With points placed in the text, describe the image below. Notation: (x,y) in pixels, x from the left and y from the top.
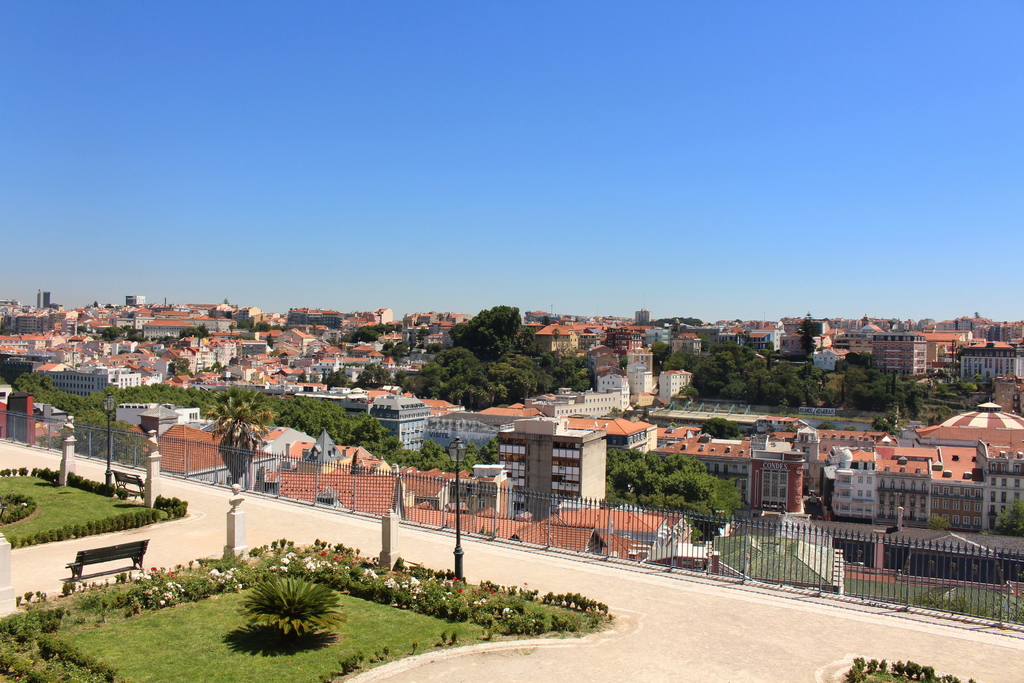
In this picture we can see few benches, plants (301,573), flowers (314,560) and poles (156,472), in the background (454,512) we can find fence (642,544), few trees (695,466) and buildings (697,441).
